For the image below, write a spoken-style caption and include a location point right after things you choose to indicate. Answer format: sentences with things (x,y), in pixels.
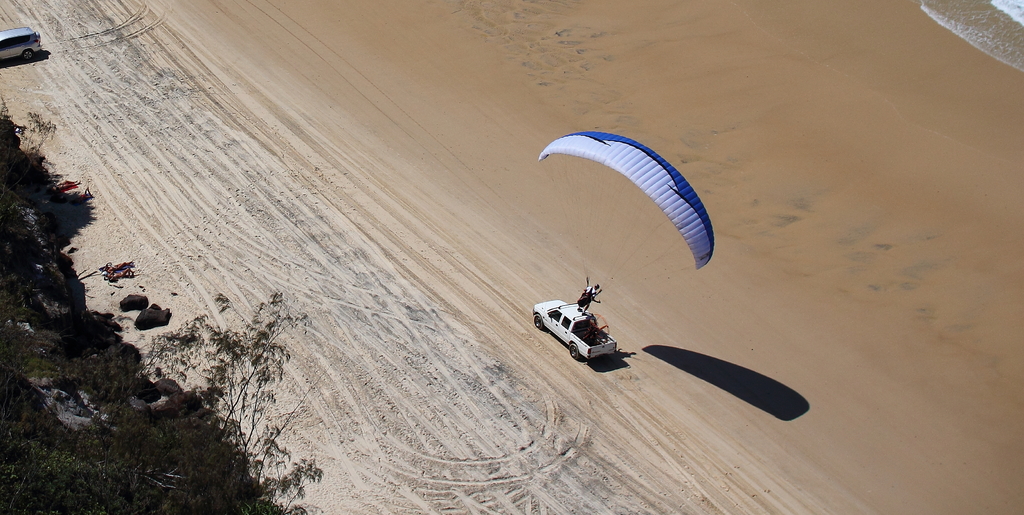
In this picture we can see the top view of the seaside (612,328). In front (575,343) there is a white color gypsy (587,311) on which a man (580,300) is standing with blue color parachute (610,157). Behind we can see water waves (955,19) and sea sand (283,205). On the left side of the image (99,344) we can see some stones (55,258) and trees (1,170).
